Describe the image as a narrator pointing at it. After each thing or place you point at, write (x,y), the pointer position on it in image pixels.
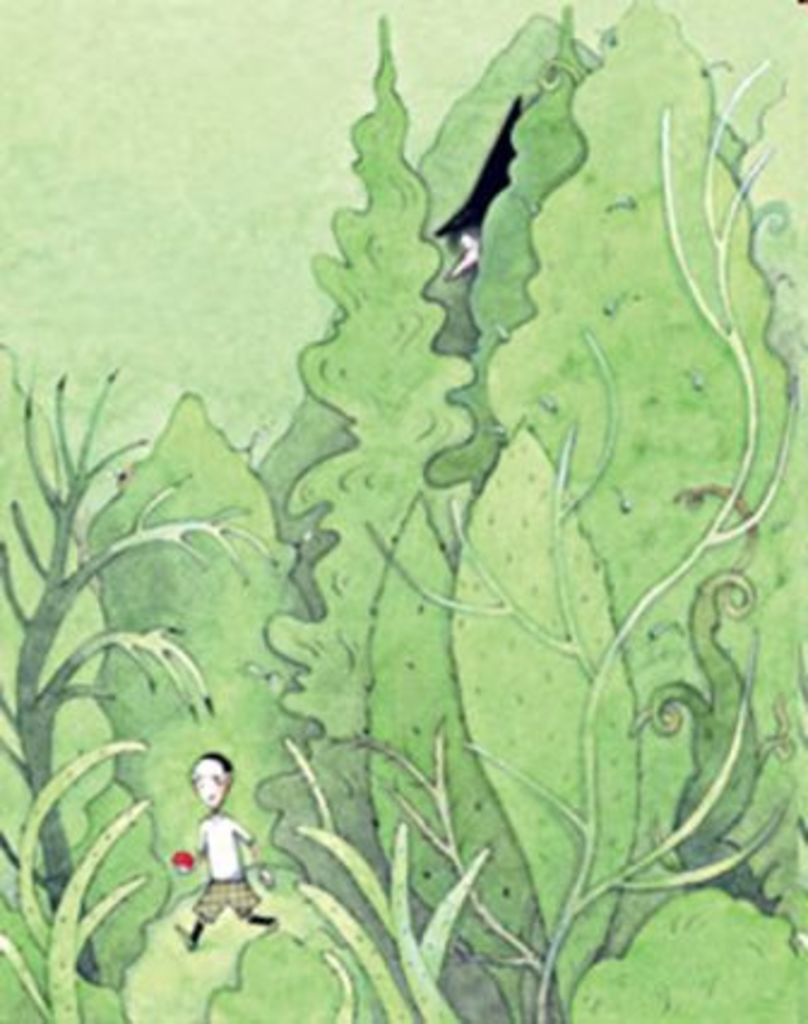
This is the picture of the painting. In the picture, we see the man (240,830) in the white shirt (218,861) is walking and he is holding a red color object (174,864) in his hand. Behind him, there are trees (150,896). In the background (259,372), it is green in color.
